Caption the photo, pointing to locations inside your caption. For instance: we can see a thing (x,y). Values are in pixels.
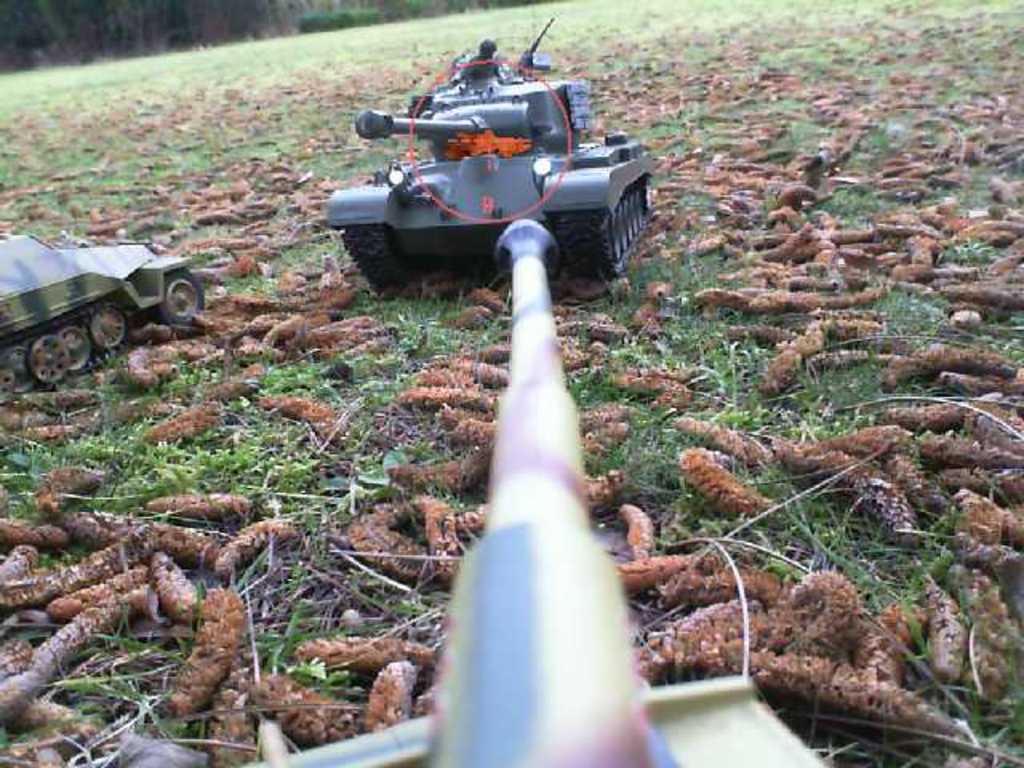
We can see vehicles (540,507), cones (311,337) and grass (17,94). In the background (8,51) we can see plants (307,14).
